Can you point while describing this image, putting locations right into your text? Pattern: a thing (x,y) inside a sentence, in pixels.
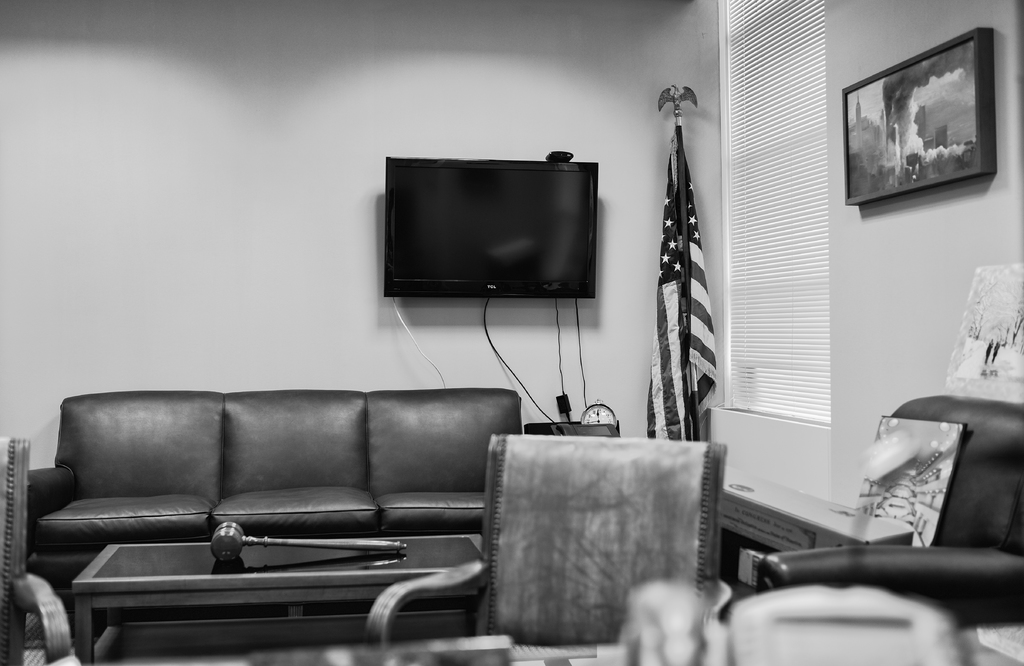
This picture is taken in the room (681,638), In the left side (88,481) there is a sofa (325,492) which is in black color and there is a table (192,607) on that there is a hammer (383,541), In the right side (697,567) there is a chair (655,534), In the background (553,390) there is a wall (168,266) of white color and on that wall (572,300) there is a television (446,241) of black color.
